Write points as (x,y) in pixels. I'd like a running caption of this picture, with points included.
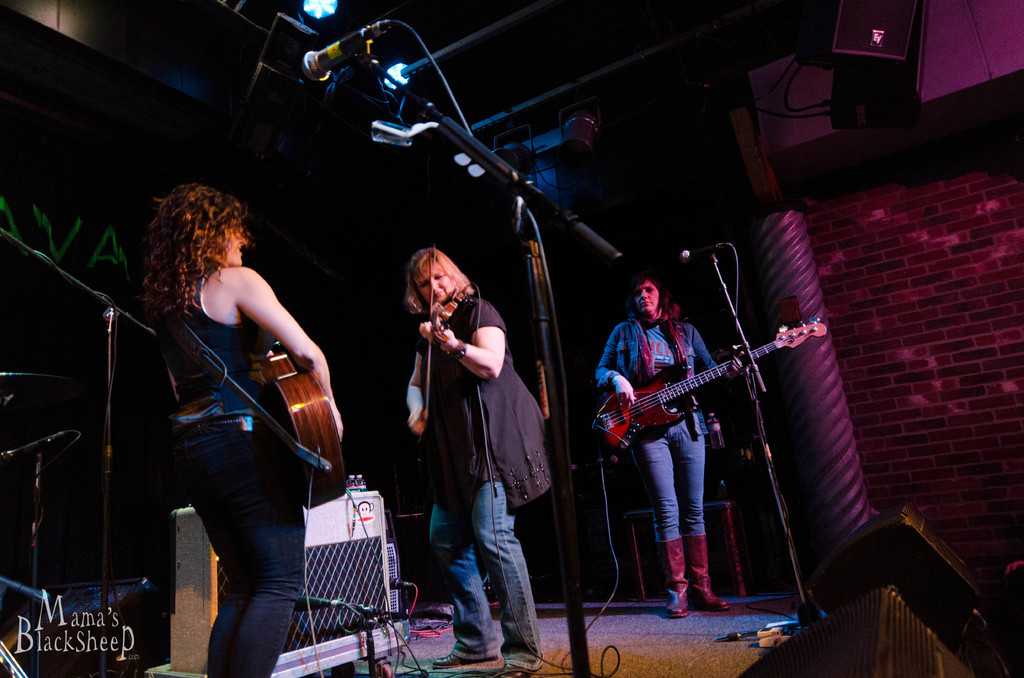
This is a picture taken on a stage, there are three persons (507,398) holding a music instrument (641,400) in front of these people (661,356) there are microphone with stand (557,410). Behind the people (444,454) there are music instruments (368,546) and a wall (895,302).
